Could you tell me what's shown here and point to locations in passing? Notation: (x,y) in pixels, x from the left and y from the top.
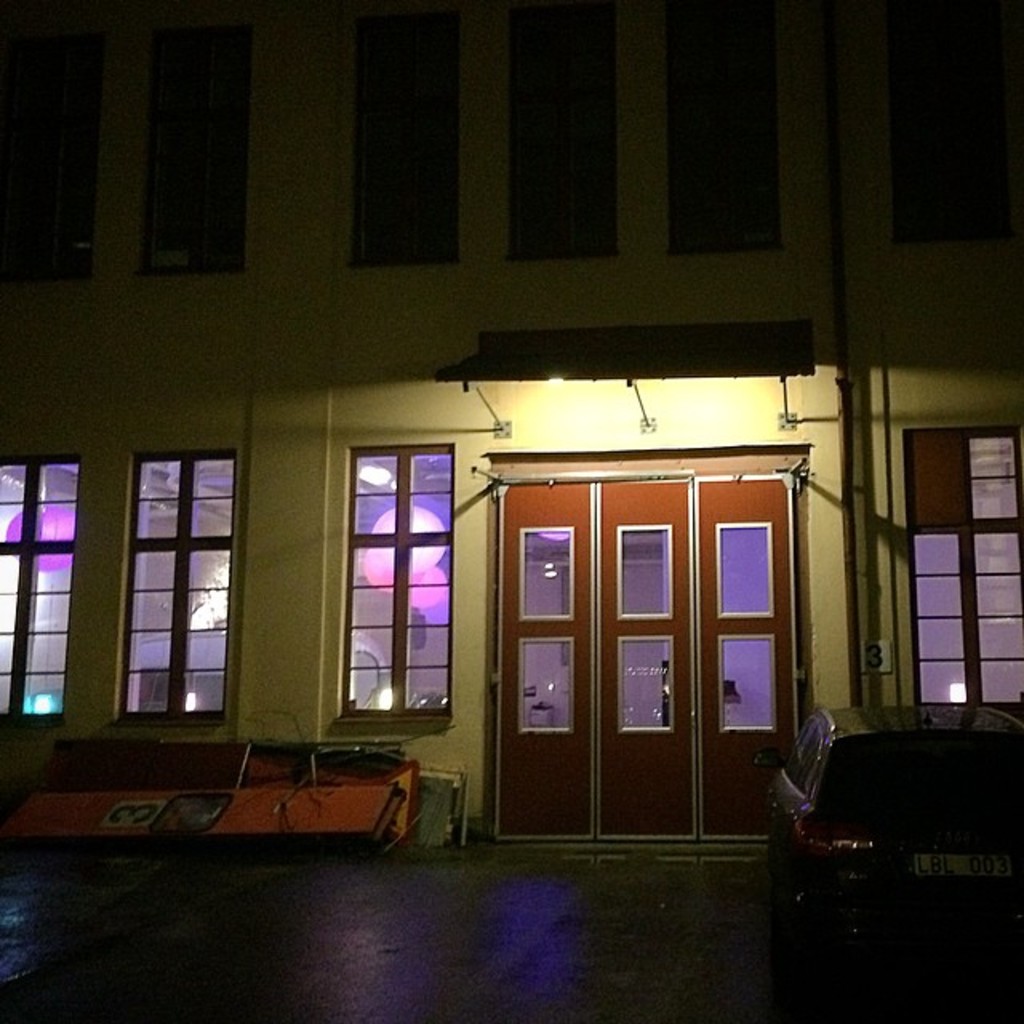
In this picture we can see a vehicle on the ground (709,933) and in the background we can see a building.
